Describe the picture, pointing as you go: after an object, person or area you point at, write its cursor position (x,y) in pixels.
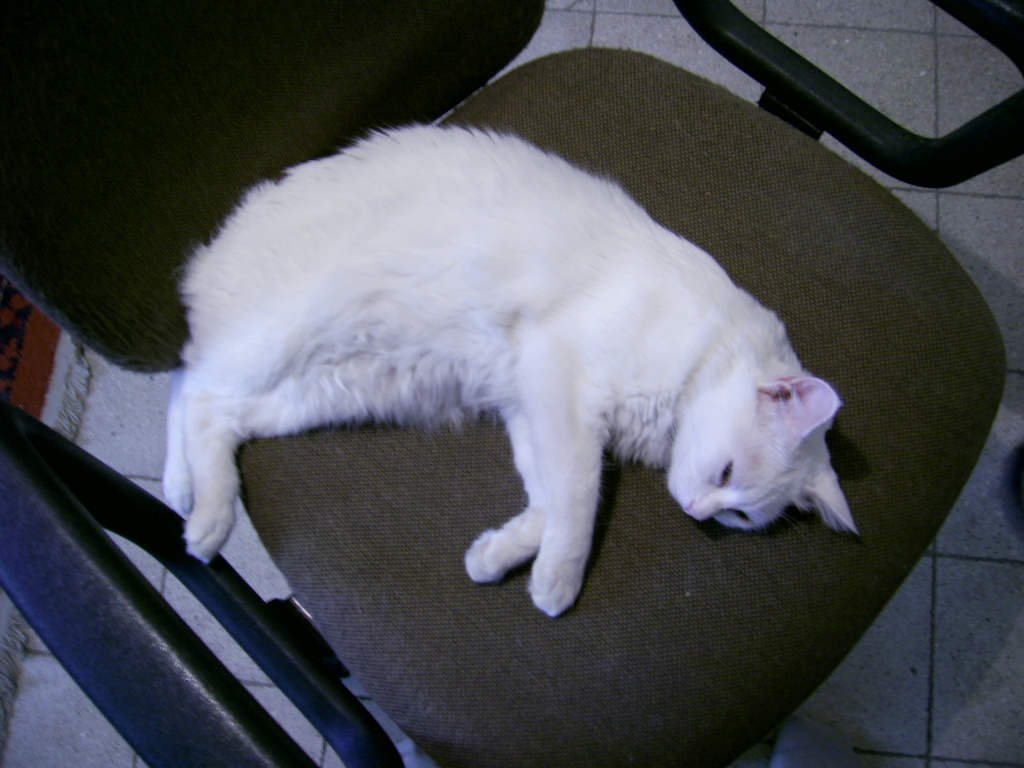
In the image there is a cat (463,289) laying on a chair (563,104), it is in white color.
